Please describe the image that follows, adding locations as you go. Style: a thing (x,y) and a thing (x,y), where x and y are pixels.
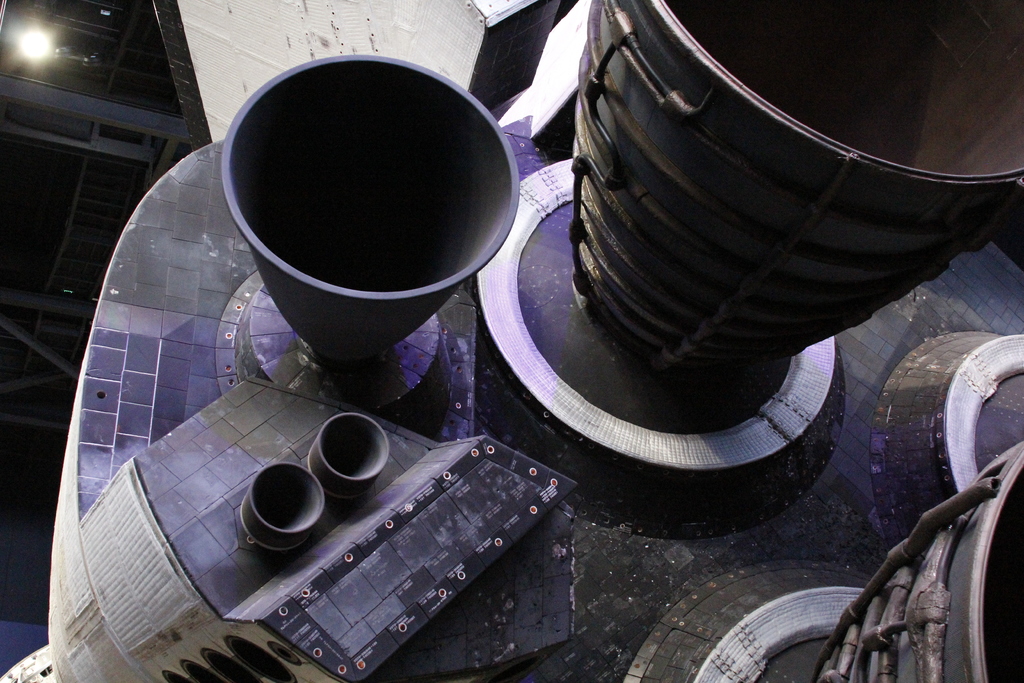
In the picture we can see the space shuttle (693,544) and with some nozzles (705,54) on it and beside it we can see the light (38,40).
